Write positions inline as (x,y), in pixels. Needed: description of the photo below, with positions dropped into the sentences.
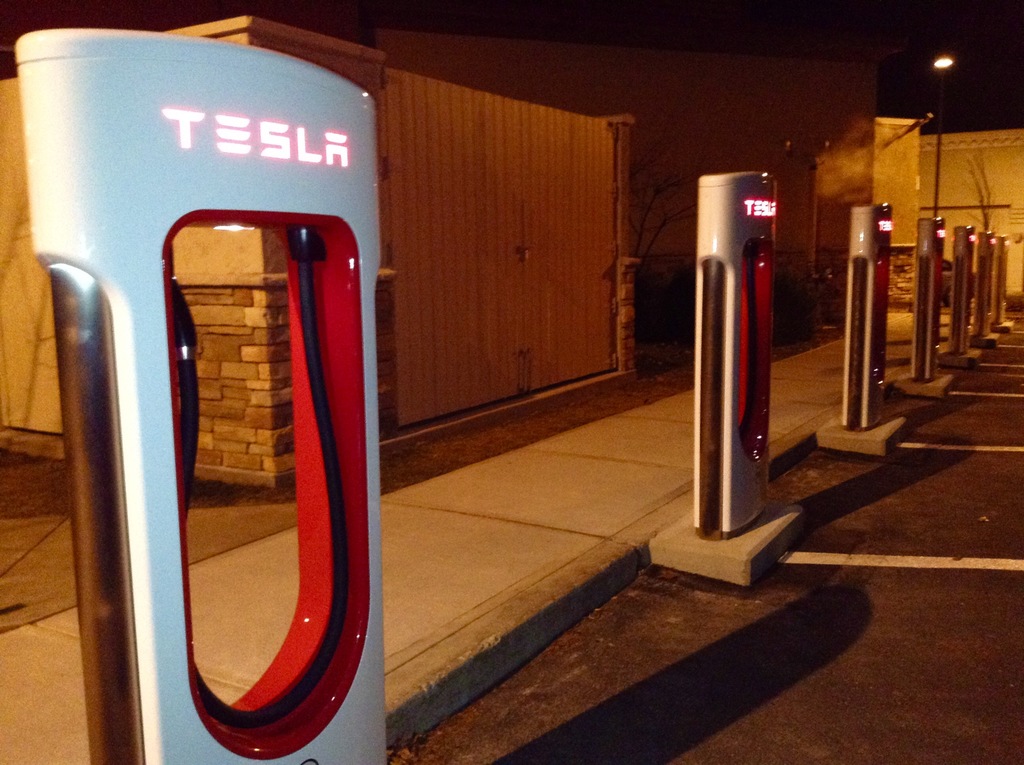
In this image in the center (354,408) there are some objects (754,275), and there are pipes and text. At the bottom (727,633) there is road (831,568), and in the background (463,175) there are buildings (710,166), trees (676,195), poles (937,148) and street lights (942,144).
